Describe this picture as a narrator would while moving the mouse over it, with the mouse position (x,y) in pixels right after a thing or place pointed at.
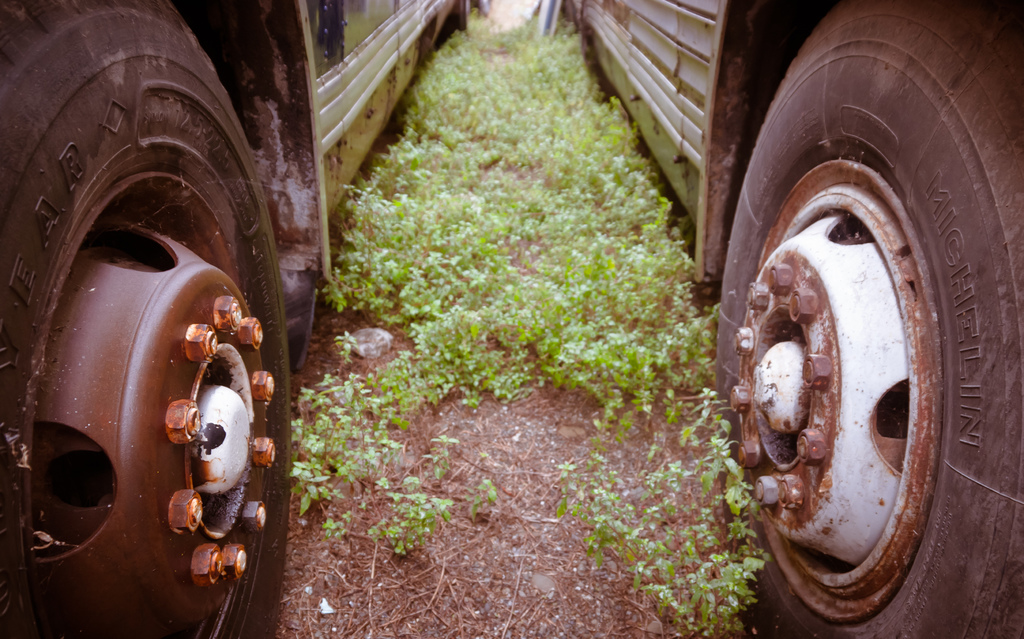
In this image there are two vehicles (768,183) on a land (292,568), in the middle (565,247) there are small plants (487,262).
